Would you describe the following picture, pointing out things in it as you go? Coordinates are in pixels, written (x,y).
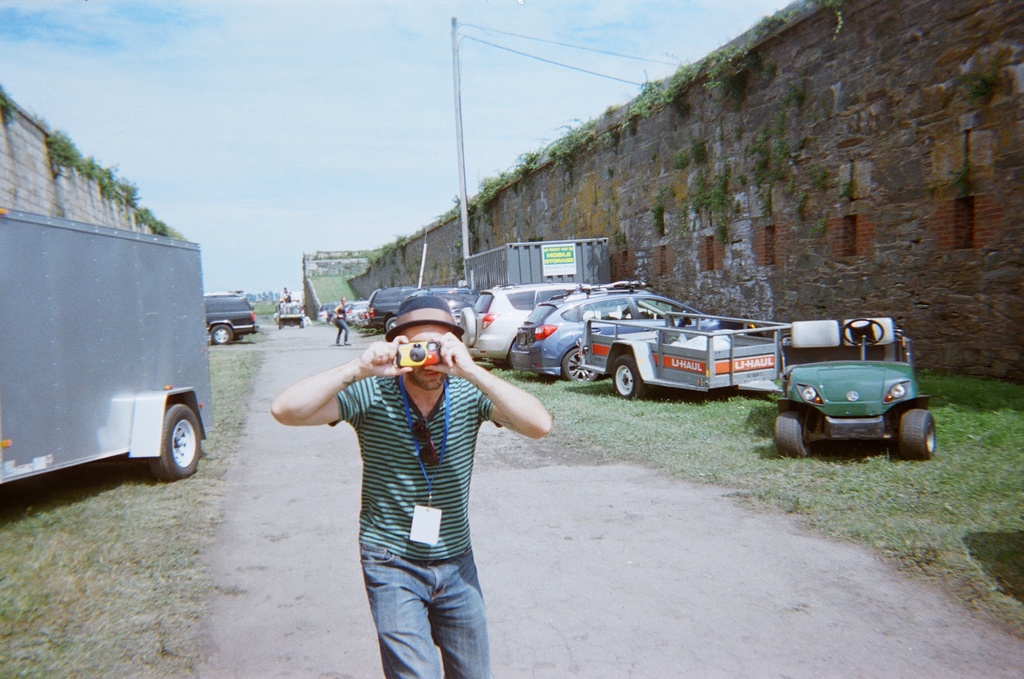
There is a person (426,464) wearing tag (429,516) and a cap (430,303) is holding a camera (421,355). There is a road (284,361). On the sides of the road (222,348) there are vehicles (682,362) and grass (806,458). Also there are walls (66,189). On the walls (796,187) there are plants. And there is a pole (456,136). In the background (259,111) there is sky (299,122).
